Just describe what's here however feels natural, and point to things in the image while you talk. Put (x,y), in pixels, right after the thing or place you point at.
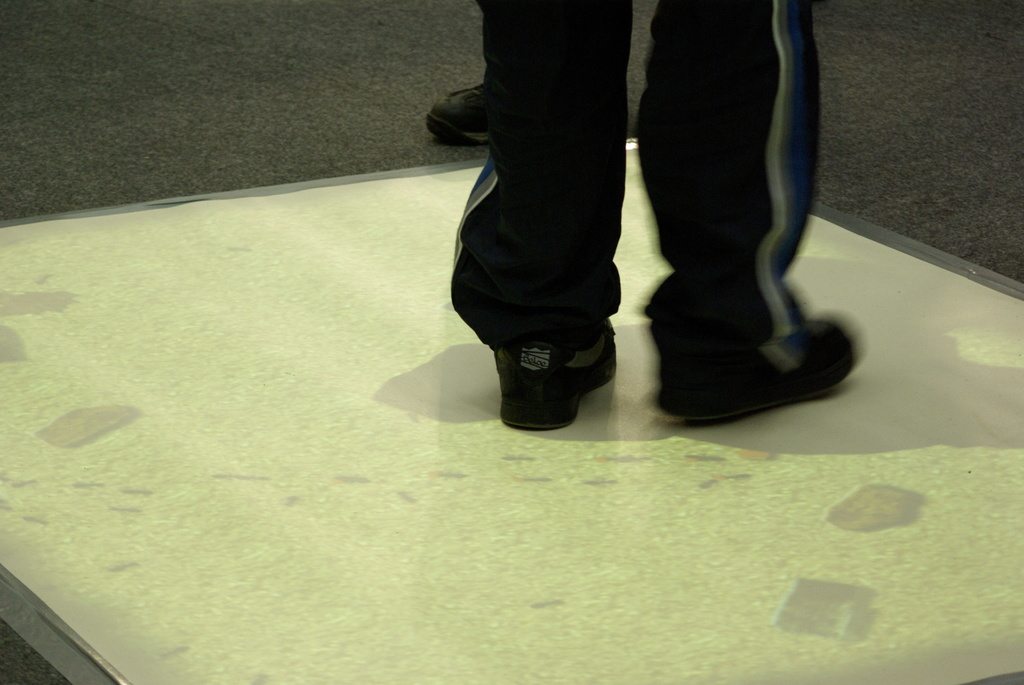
In this image, I can see the legs (591,268) of a person (687,384) on the floor (651,409). In the background (465,87), It is looking like a shoe (478,97).
